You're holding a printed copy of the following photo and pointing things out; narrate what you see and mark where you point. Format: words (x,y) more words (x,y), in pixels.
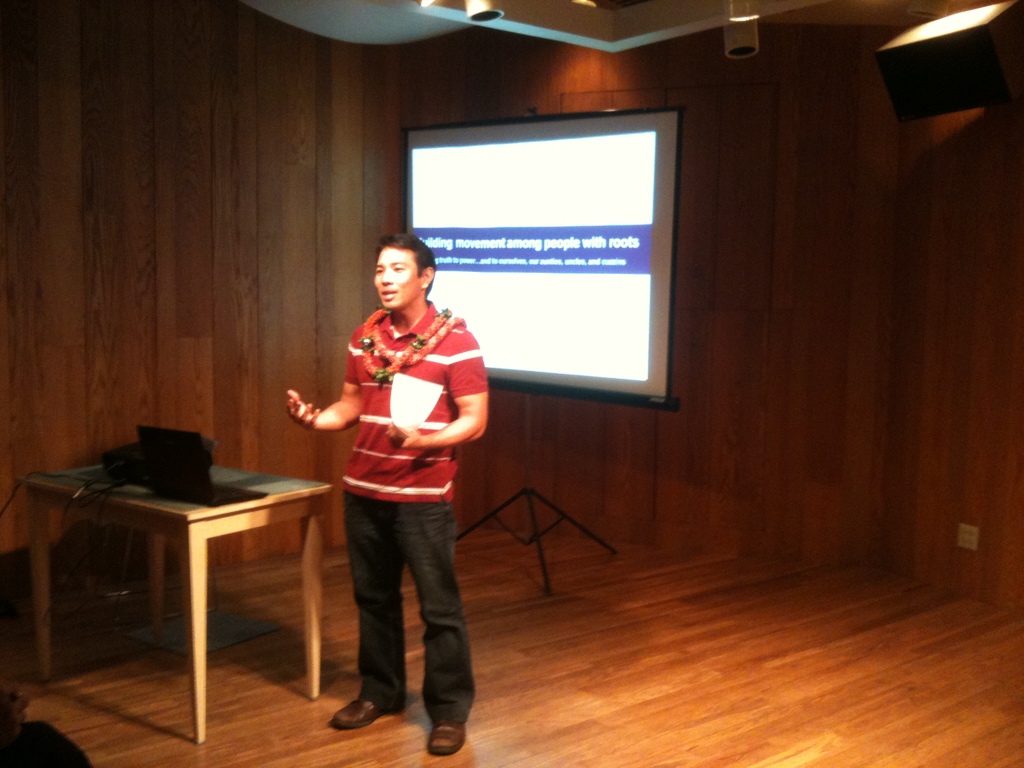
He is standing on a stage (689,651). He's holding a paper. He's talking. There is a table (195,542). There is a laptop (168,461), wire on a table (199,556). We can see in the background (575,383) there is a projector (586,394) on wall (147,189).
